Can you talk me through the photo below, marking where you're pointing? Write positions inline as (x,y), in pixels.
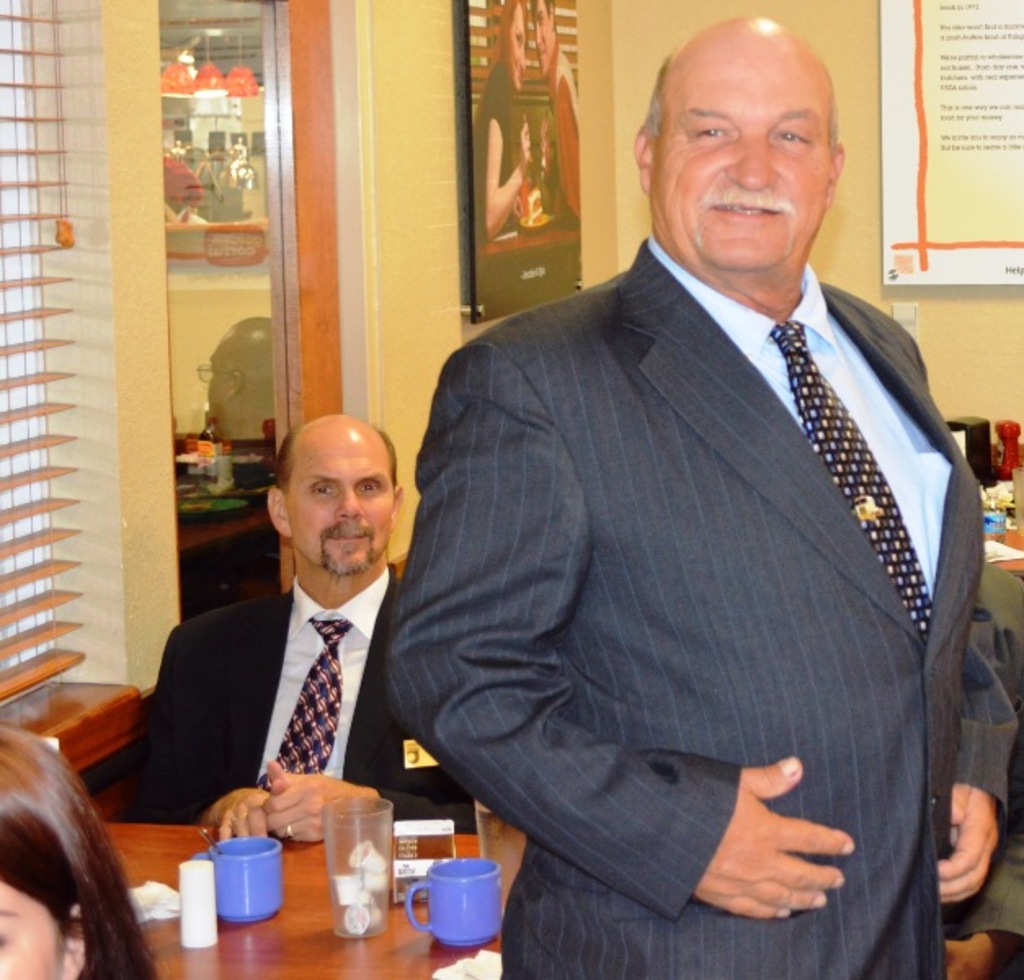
In this image we can see persons (668,576), glass (375,846), cups (488,906) and other objects (435,859). In the background of the image (358,340) there is a window (18,323), wall (367,246), frames (979,282), glass object (218,307) and other objects (244,230).
